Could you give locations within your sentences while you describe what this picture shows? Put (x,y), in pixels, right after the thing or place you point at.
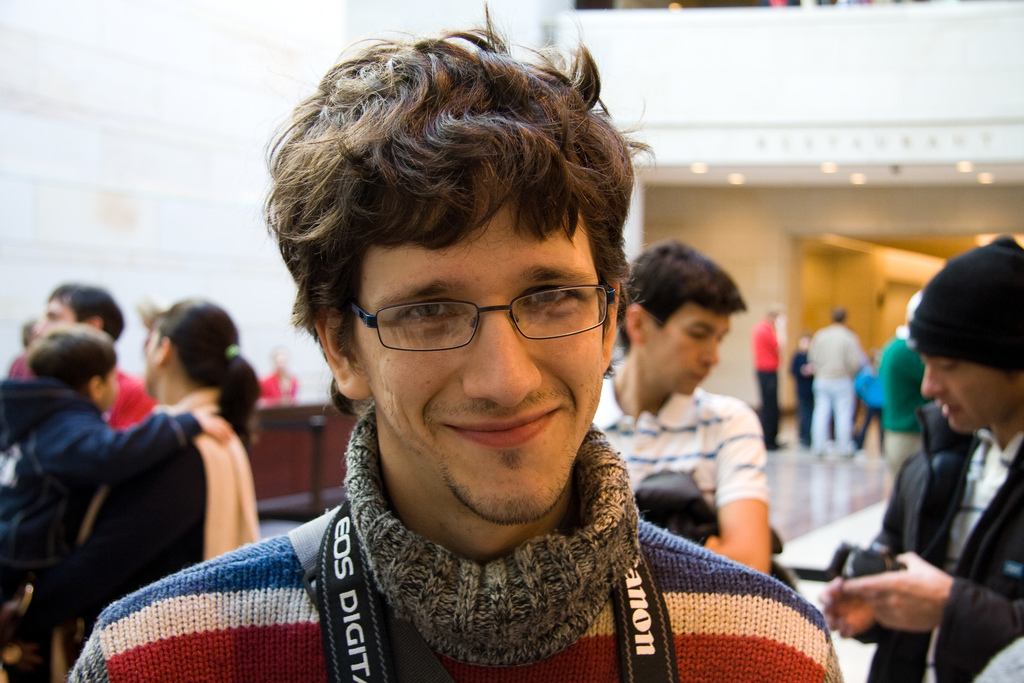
In this image we can see persons (500,415) standing on the floor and electric lights (826,168).
